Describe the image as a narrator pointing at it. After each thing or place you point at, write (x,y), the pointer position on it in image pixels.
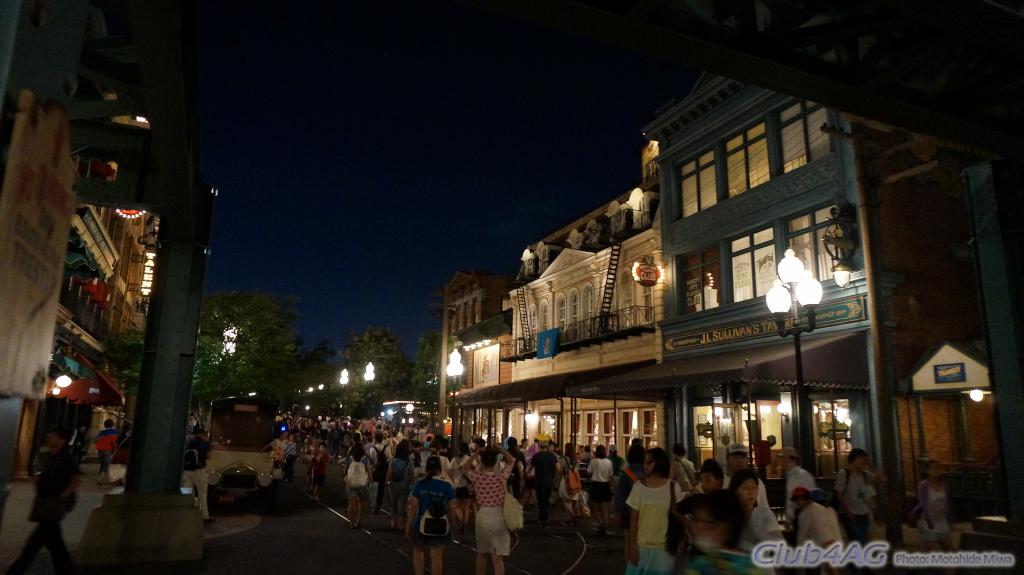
At the bottom (665,473) i can see many peoples (933,497) were standing and walking on the road (556,522). Beside the road (265,510) there is a car (267,494) which is parked near to the poles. On the right (931,224) i can see the buildings (763,300). On the building (614,293) there are ladders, railing (599,328), windows (688,301) and doors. In the bottom right corner (837,563) there is watermark (795,548). In the bottom right (804,409) i can see the street light (799,444). Beside that I can see some tables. At the top (419,190) there is a sky (536,31). In the background (454,382) i can see the street lights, trees (248,328) and hut (423,409). On the left (29,183) there is a banner (34,158) which is attached on the wall (12,78). Beside that i can see the shelter (106,385).
